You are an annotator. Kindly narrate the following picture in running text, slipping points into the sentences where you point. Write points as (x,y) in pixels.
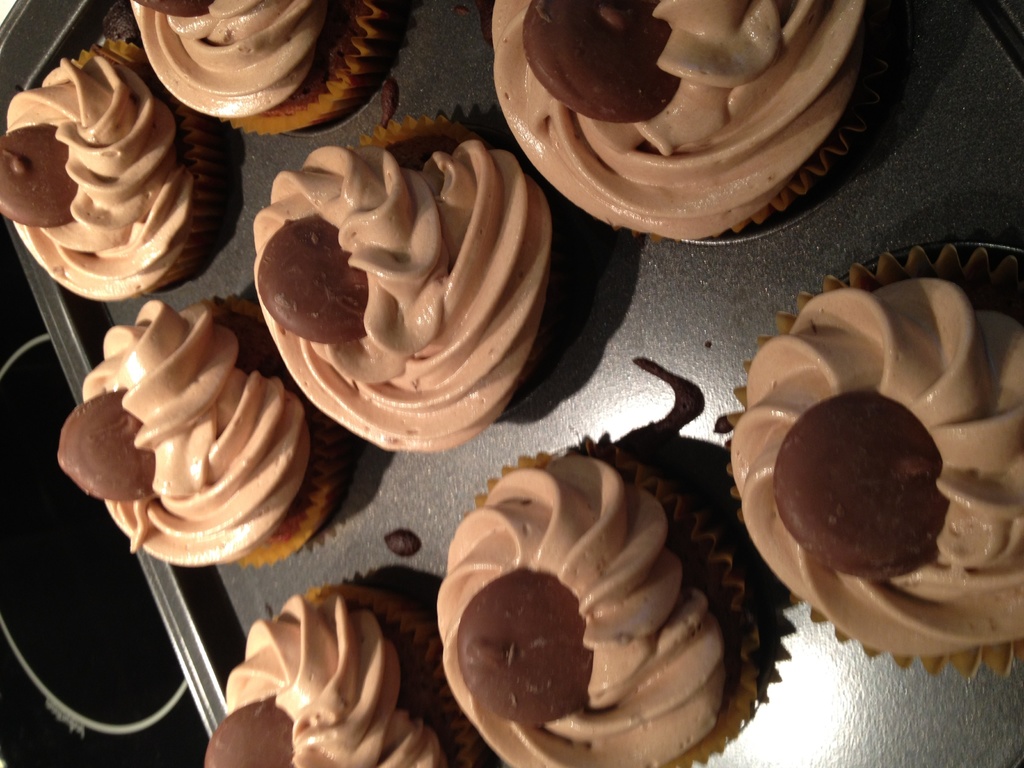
In this picture we can see cupcakes (315,357) on a tray (7,88) and in the background (136,709) we can see an object (36,546).
